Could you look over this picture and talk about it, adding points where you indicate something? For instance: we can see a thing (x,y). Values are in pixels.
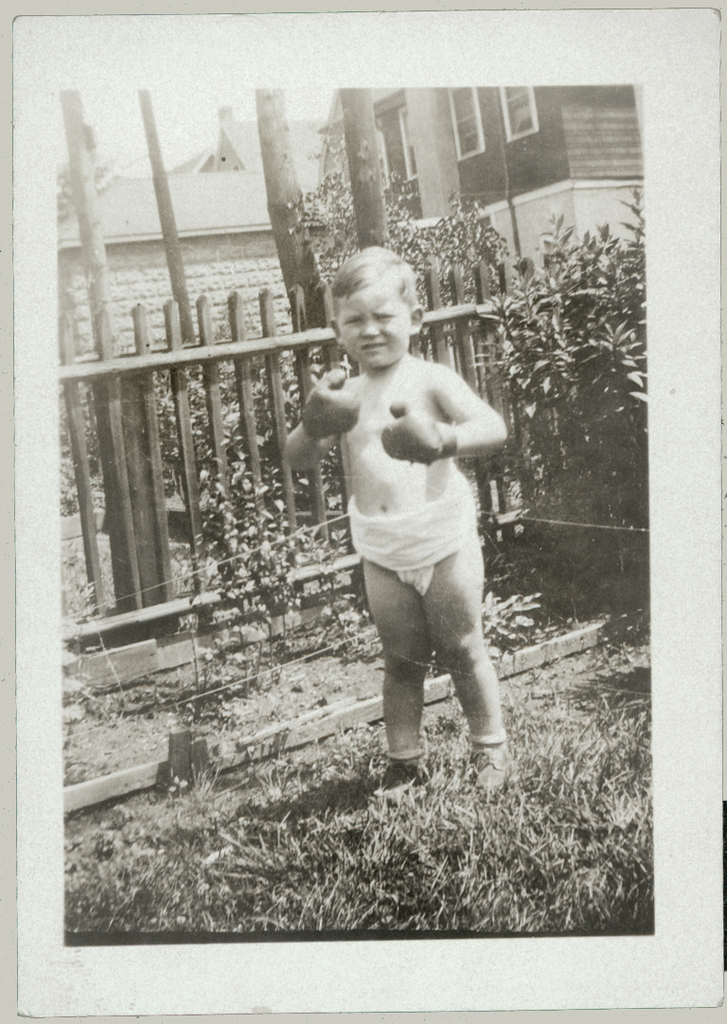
This is a black and white photo. In the center of the image (475,405) there is a boy (379,281) standing in grass (552,819) wearing gloves (321,399). In the background of the image (549,206) there is a building (545,101). There are trees (355,136). There is a fencing (203,350).
